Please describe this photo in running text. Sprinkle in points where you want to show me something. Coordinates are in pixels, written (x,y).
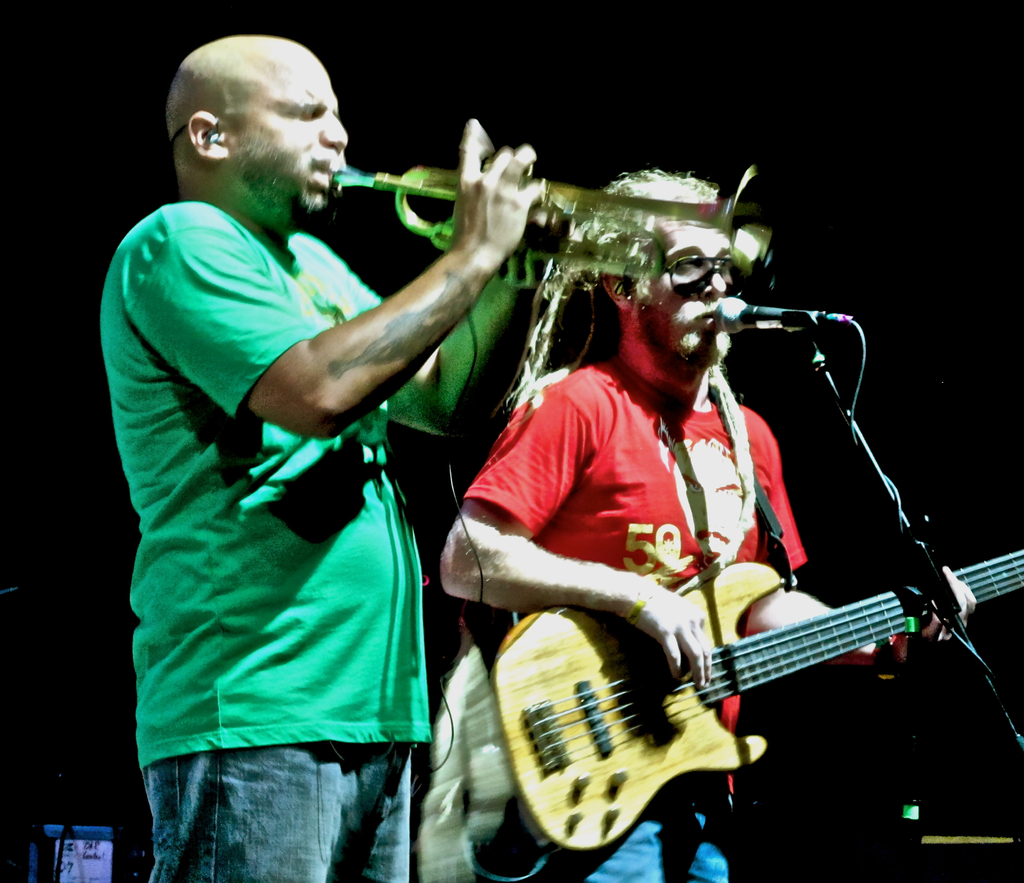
In this picture we can see two men (565,468) where one is holding guitar (663,683) in his hand (683,625) and playing it and singing on mic (738,300) and other playing trumpet (682,207) and in background (828,111) it is dark.
